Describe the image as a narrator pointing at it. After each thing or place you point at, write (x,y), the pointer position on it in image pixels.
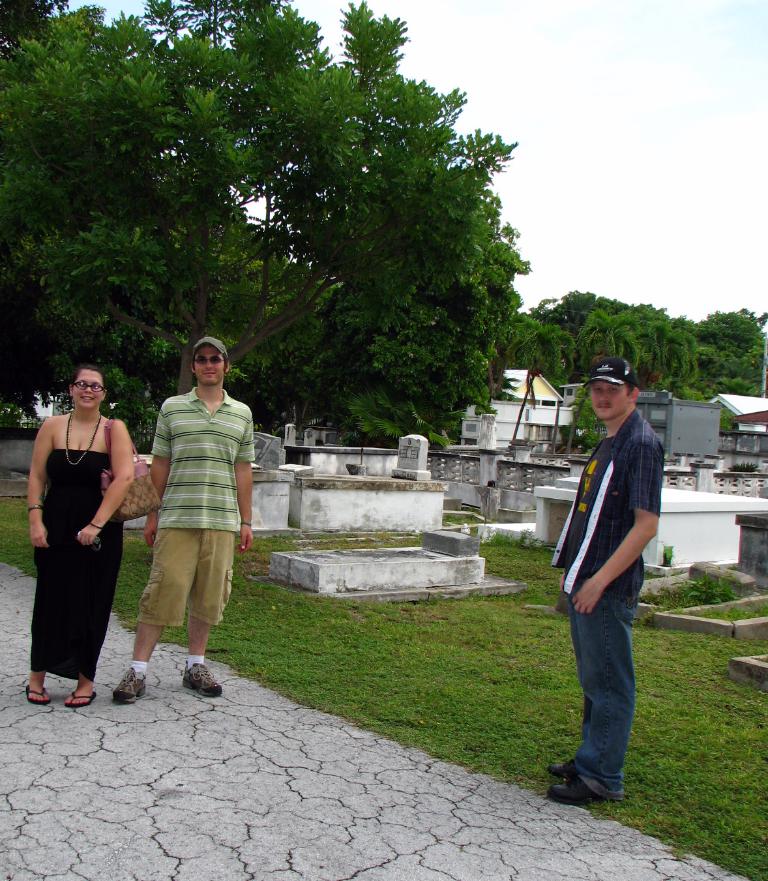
In the foreground (185,718) there are people (82,397), grass (390,714) and path (344,760). In the middle of the picture (413,374) there are trees (496,396), buildings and gravestones (675,508). At the top (617,127) it is sky (617,144).
